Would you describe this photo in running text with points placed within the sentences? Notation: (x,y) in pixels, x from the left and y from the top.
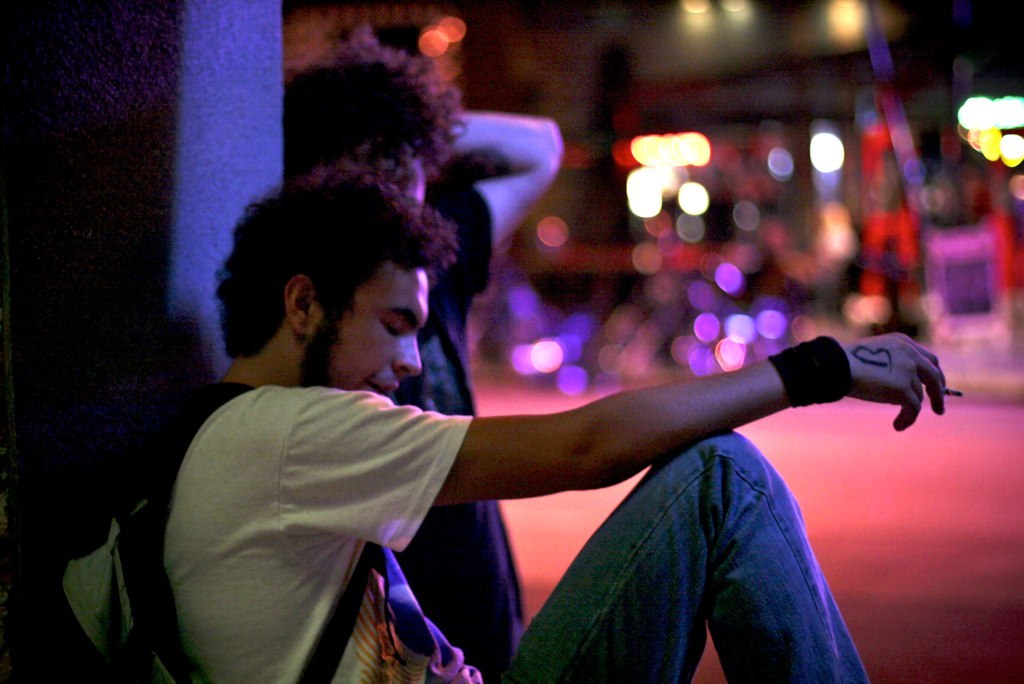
In this image we can see a person (299,486) sitting on the ground (858,496) and he is holding cigarette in the hand (928,388).
